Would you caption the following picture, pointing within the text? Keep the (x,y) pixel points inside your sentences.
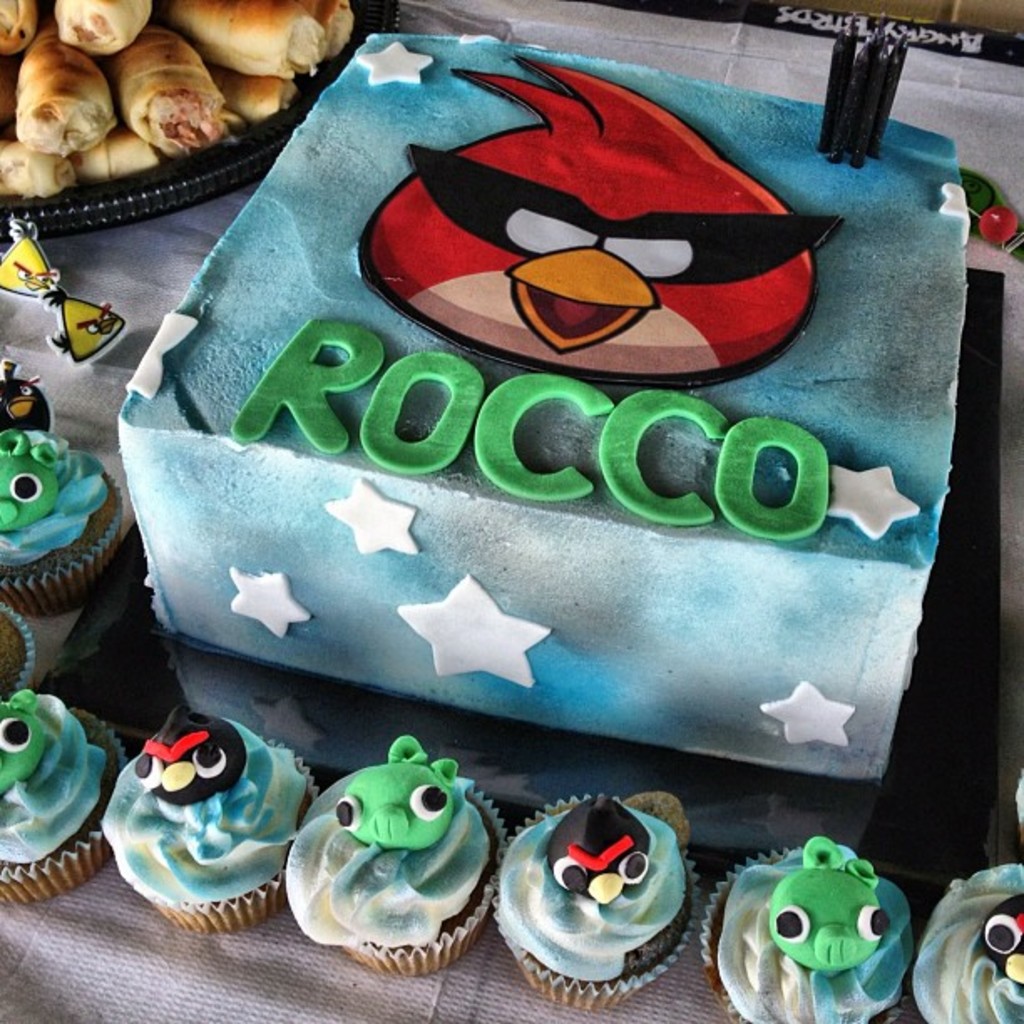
This is the picture of a table (321,947) on which there is a cake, cup cakes (227,725) and a bowl (159,174) which has some food item (136,130) in it.
